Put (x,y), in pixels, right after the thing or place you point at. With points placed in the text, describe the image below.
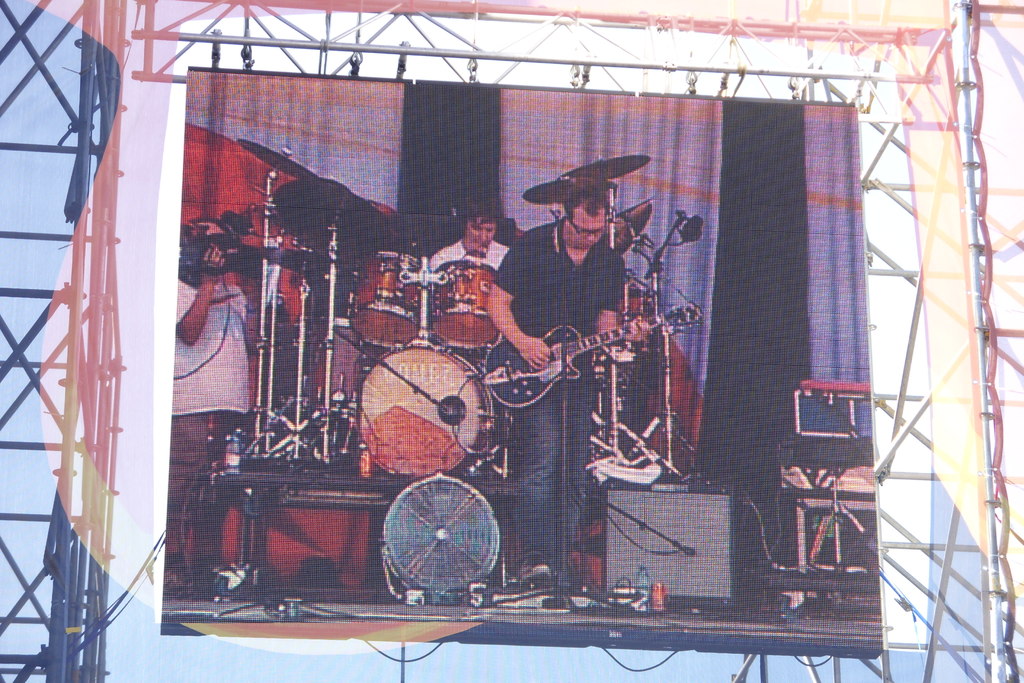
In this image I can see few musical instruments (485,292), one person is holding camera (198,261) and another person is holding musical instrument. They are shown on the screen (495,355). The screen (661,283) is attached to the metal frame (646,70). The sky (169,251) is in white and blue color.
